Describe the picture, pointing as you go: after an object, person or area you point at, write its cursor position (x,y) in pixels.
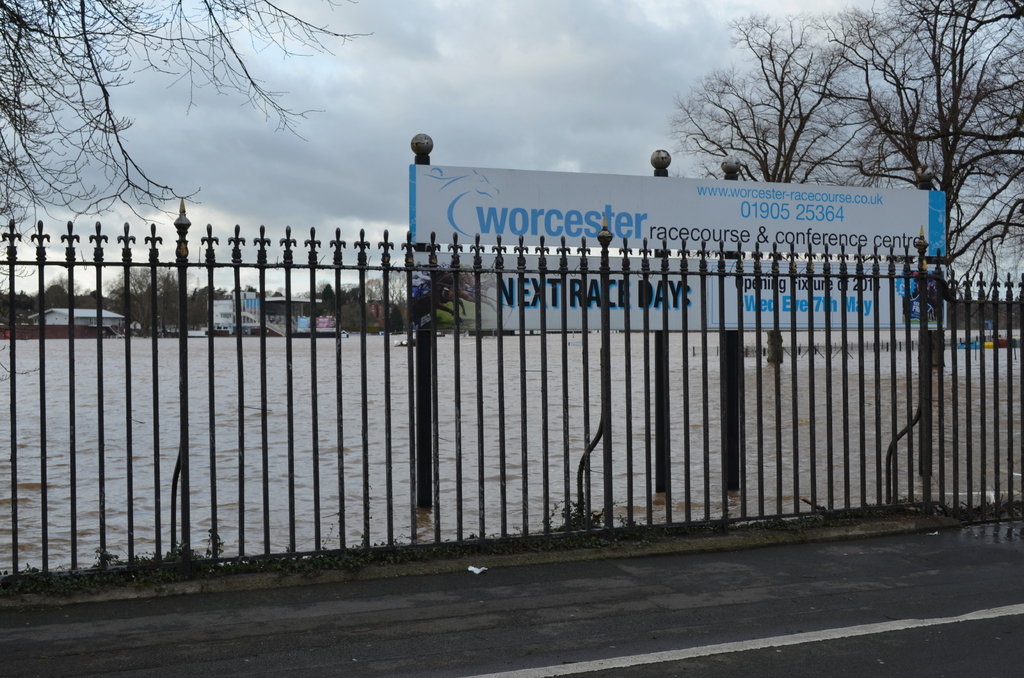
This is an outside view. At the bottom (544,594) there is a road (591,611). Beside the road (815,610) there is a fencing (997,368) and a board (684,220) on which I can see some text (605,213). Behind the fencing (909,401) there is floodwater (234,380). In the background (105,323) there are many trees (901,114) and buildings (316,318). At the top of the image (515,64) I can see the sky (415,89) and it is cloudy.
